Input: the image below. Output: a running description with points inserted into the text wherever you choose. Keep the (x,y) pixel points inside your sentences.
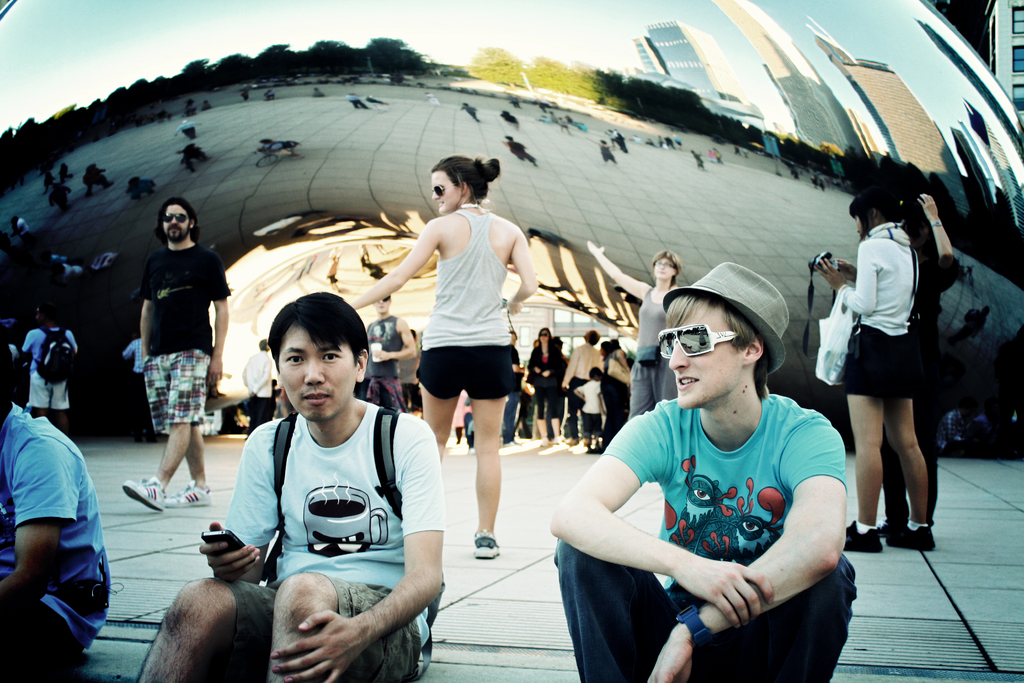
In this image there are people (378,606) sitting on a pavement (1001,559), in the background (965,327) there are people (197,295) walking and there is an architecture (662,51).
